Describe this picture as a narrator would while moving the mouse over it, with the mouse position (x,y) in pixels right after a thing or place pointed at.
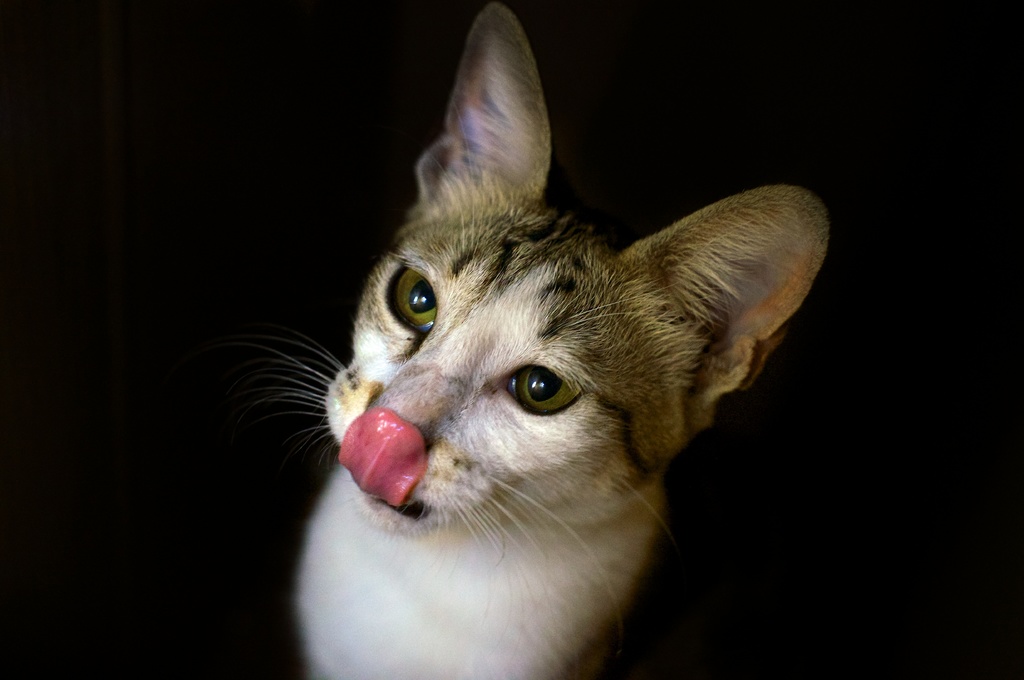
In this image there is one cat (551,407) in middle of this image (351,302) and the background of this image (355,23) is in black color.
